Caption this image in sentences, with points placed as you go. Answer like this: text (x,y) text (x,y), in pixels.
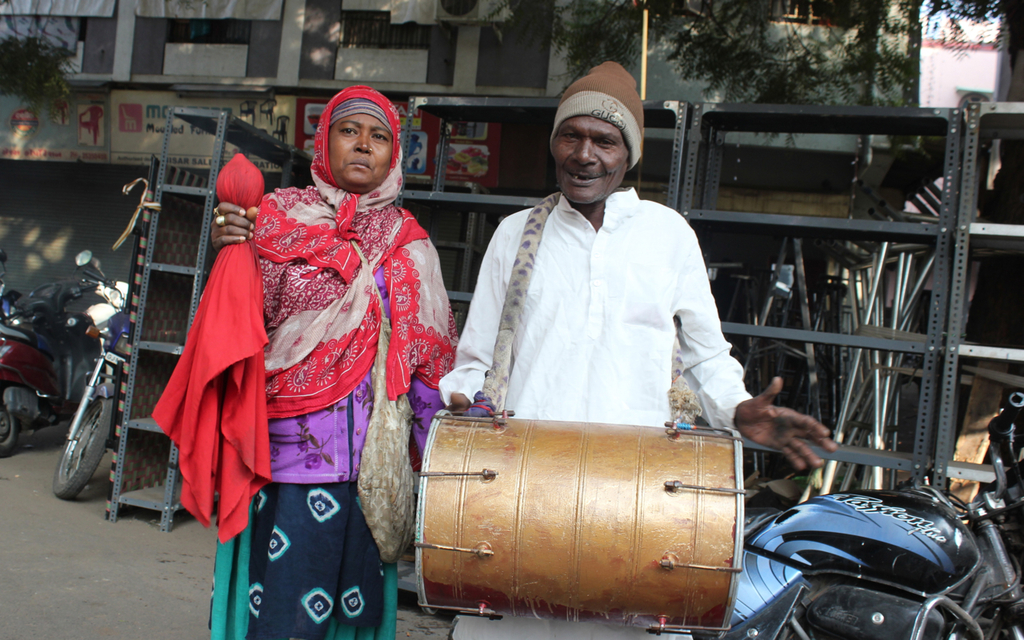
In this picture we can see a woman (438,322) and a man (513,615) standing on the road (120,602). This is drum (511,494) and these are the vehicles (808,546). On the background (971,237) we can see some racks (160,277). This is the building (193,57) and these are the trees (681,63).
